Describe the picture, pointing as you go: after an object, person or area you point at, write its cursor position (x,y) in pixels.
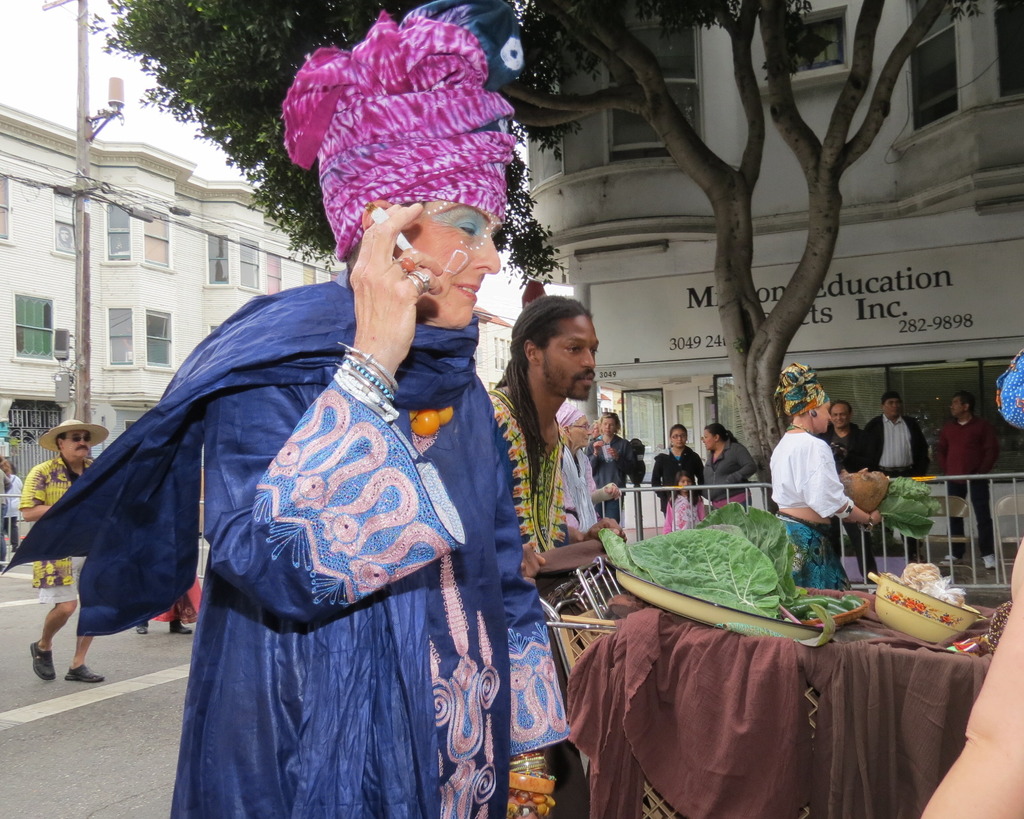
Here we can see few persons (568,516). There are leaves (742,596), plates (802,610), bowl (930,617), cloth (706,773), and a fence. This is a road (37,774) and there is a pole (87,21). In the background (56,147) we can see buildings (932,459), board (698,327), tree (333,3), and sky (35,13).
